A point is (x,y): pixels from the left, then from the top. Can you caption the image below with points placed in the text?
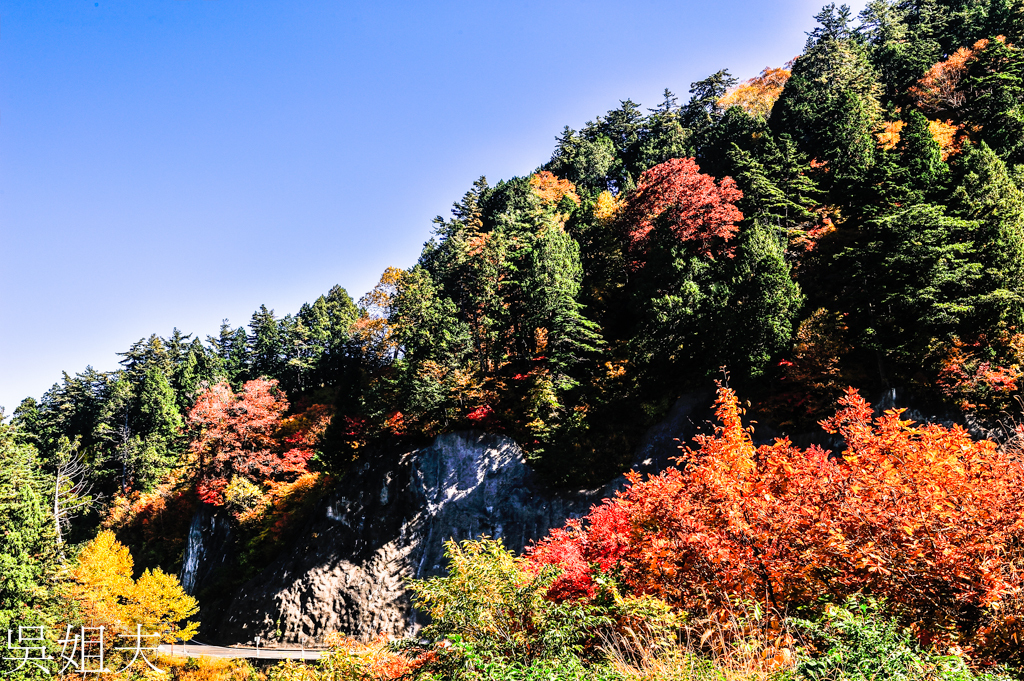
In this image we can see trees (545,352), rocks (346,547) and sky (403,117).
